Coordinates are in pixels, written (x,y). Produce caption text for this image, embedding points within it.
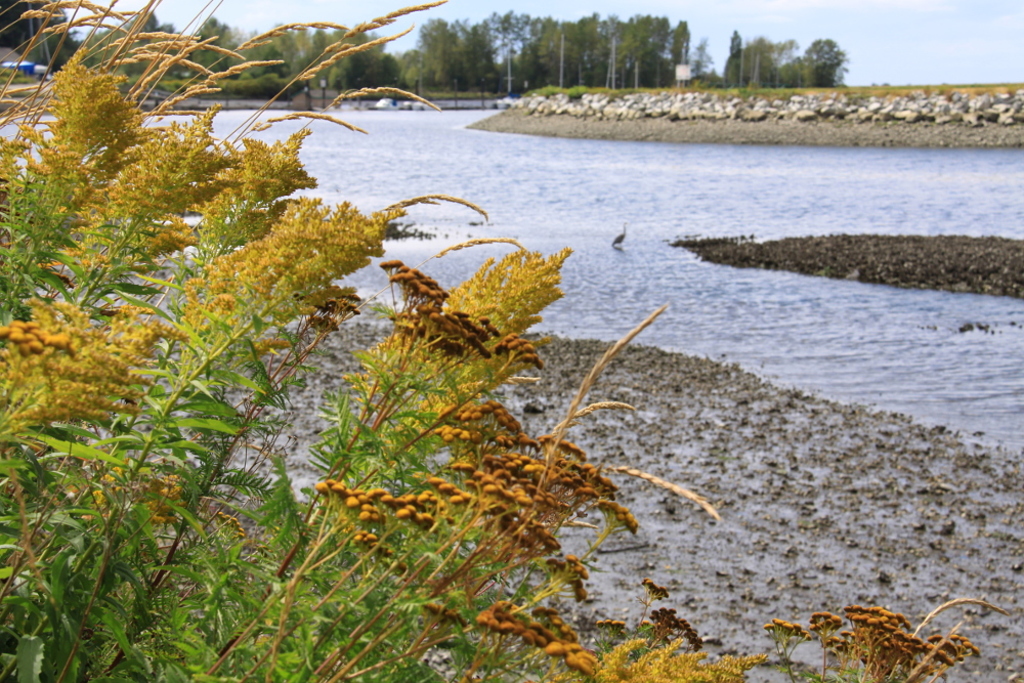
In this image in the foreground (176,276) there are some plants (377,478), and in the center (660,266) there is one river (670,173). In the background (812,102) there are some trees (580,75), grass (753,90) and some rocks (724,111) and poles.
